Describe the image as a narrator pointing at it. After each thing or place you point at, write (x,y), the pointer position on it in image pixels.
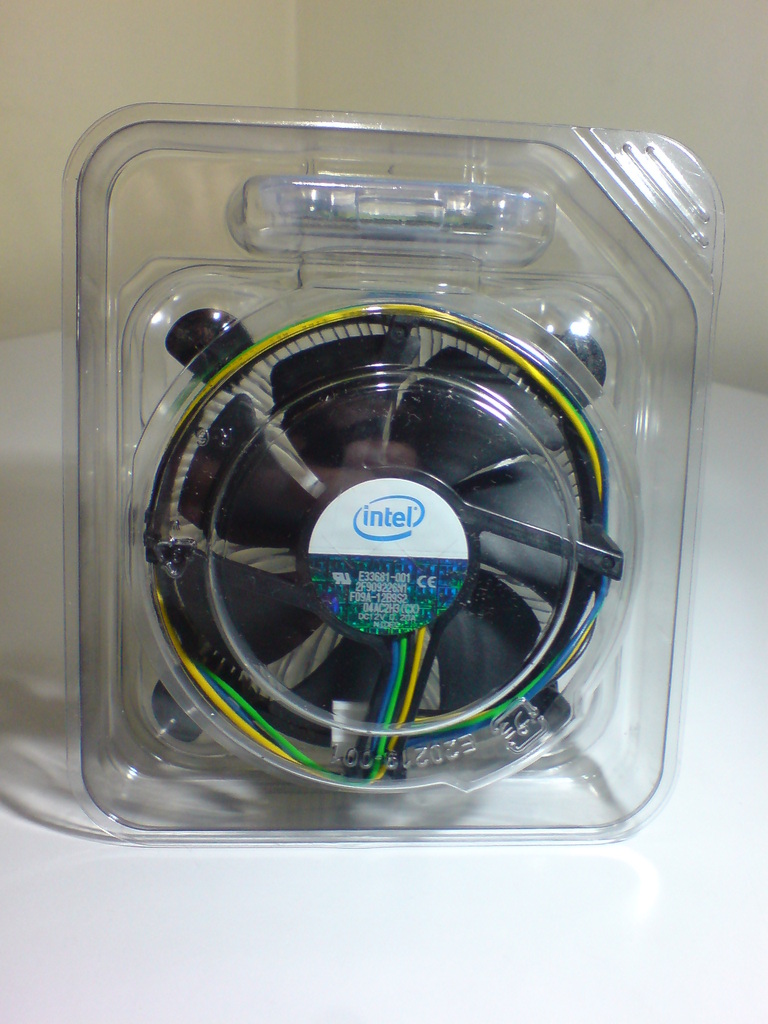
In this image I can see fan (207,582) which was packed. The fan (324,333) is in black color and I can see the sticker (342,520) is attached to the fan (465,490). It is on the white color surface (454,968). In the background (110,36) I can see the cream color wall (361,52).
